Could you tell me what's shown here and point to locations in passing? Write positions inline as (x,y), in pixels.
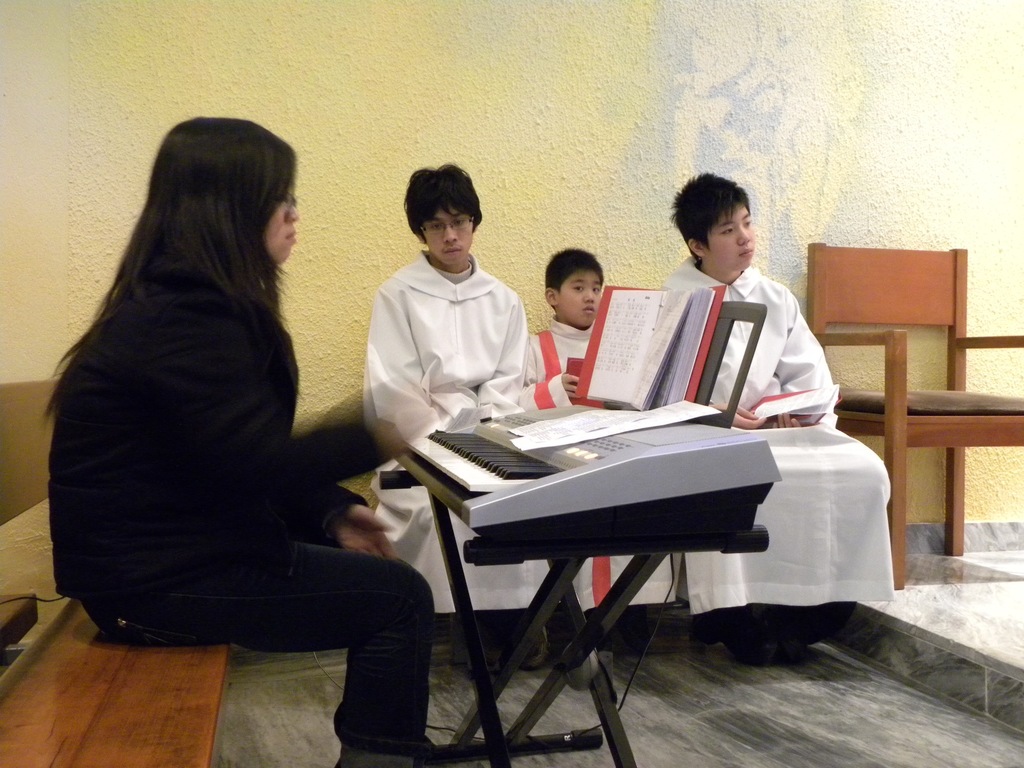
in the picture there are people (523,399) sitting on the bench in front of a woman (259,354) there is a piano (602,529).
